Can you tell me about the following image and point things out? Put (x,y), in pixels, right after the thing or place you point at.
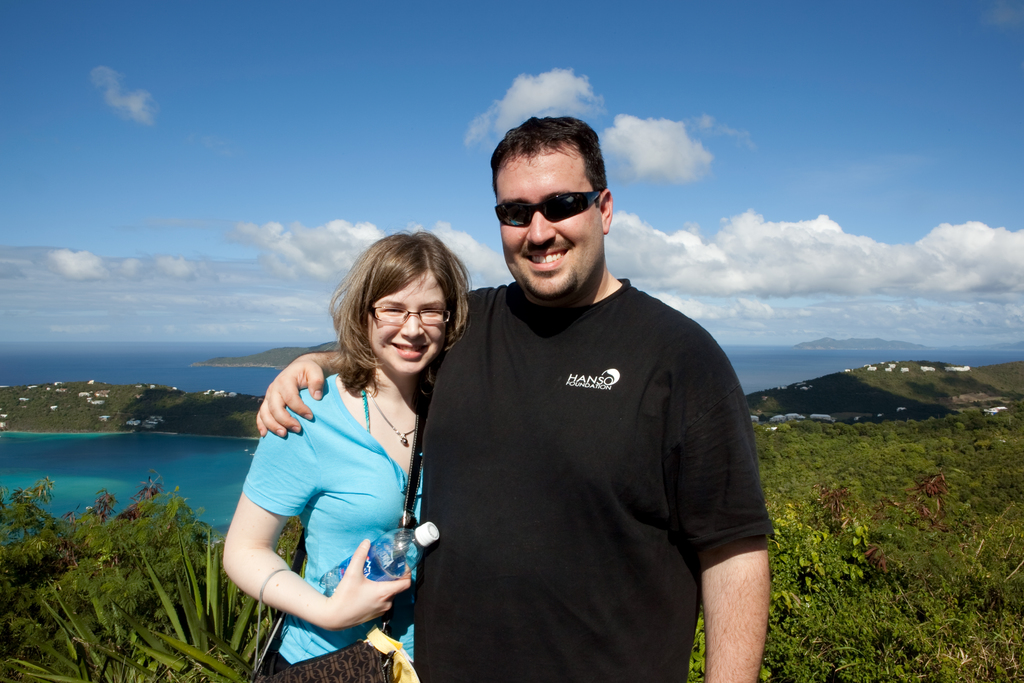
In this image I can see a woman (365,450) and a man (569,446). I can see the grass (884,610). In the background (186,469), I can see the water (44,455), trees (93,412) and clouds (823,224) in the sky (737,148).
